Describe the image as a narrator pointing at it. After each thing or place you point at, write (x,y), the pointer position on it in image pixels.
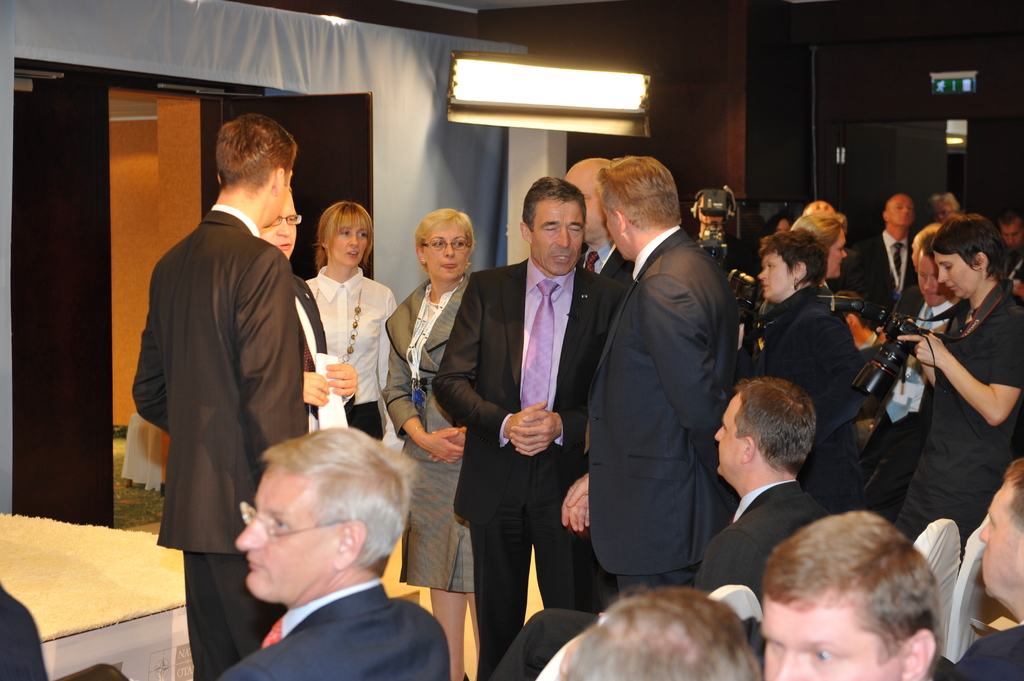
In this image I can see group of people (215,300) standing. The person (520,370) in front (514,340) wearing black blazer (510,328), pink shirt (529,310) and I can also see a person (970,450) holding a camera (867,384), I can also see group of people (328,574) sitting. Background (429,154) I can see a cloth (441,158) in white color, doors (348,118) in brown color and a light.
